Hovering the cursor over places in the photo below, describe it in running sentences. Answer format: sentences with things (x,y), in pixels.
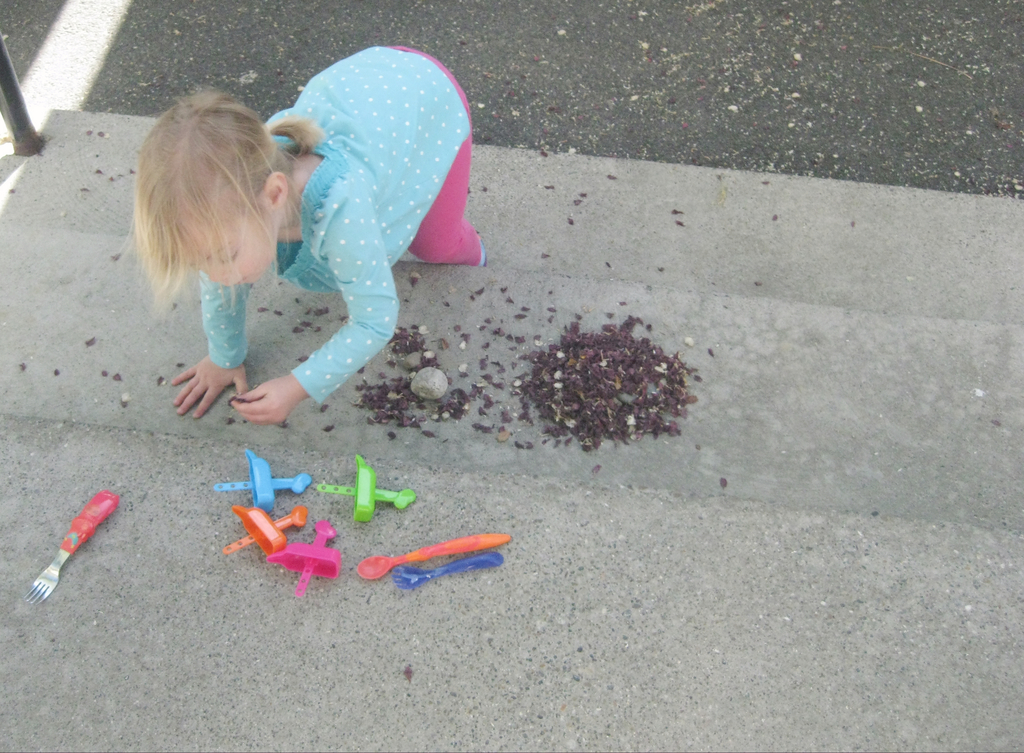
In the image there is a girl (414,165) on the steps (19,163) and she is in bending position. On the steps (96,533) there is a fork (91,527), few toys (331,570) and some brown color items (641,379) on the ground (147,43). In the top left corner of the image (16,124) there is a pole (16,100).
